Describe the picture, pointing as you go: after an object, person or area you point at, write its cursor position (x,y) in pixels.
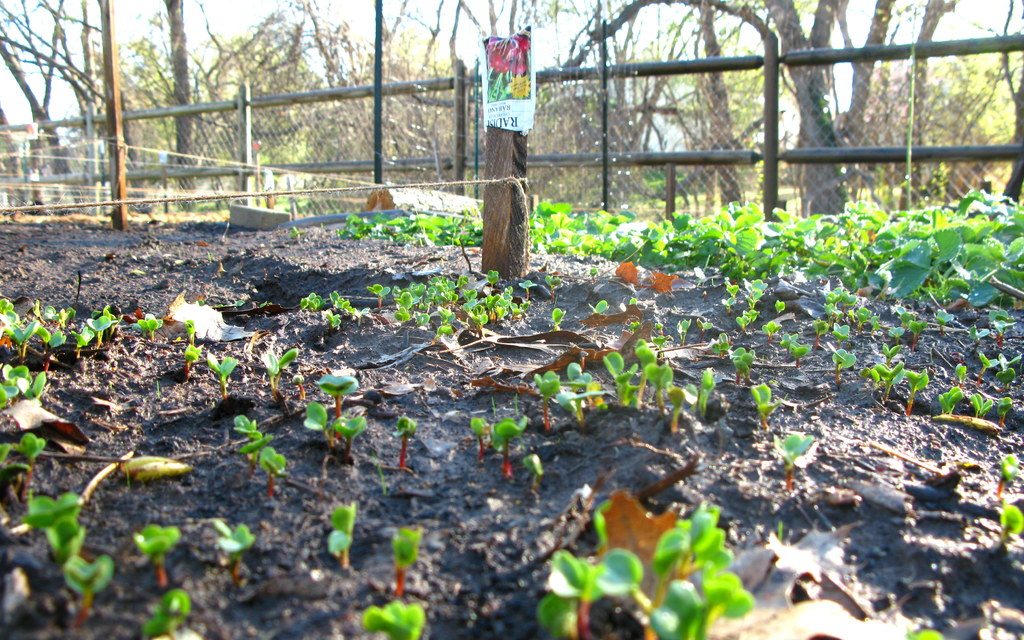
In the foreground of the picture (732,275) we can see plants (745,288), mud (792,282), rope (506,180) and wooden poles (506,162). In the background (130,124) there are trees (723,130), fencing (369,128) and sky (903,36).
